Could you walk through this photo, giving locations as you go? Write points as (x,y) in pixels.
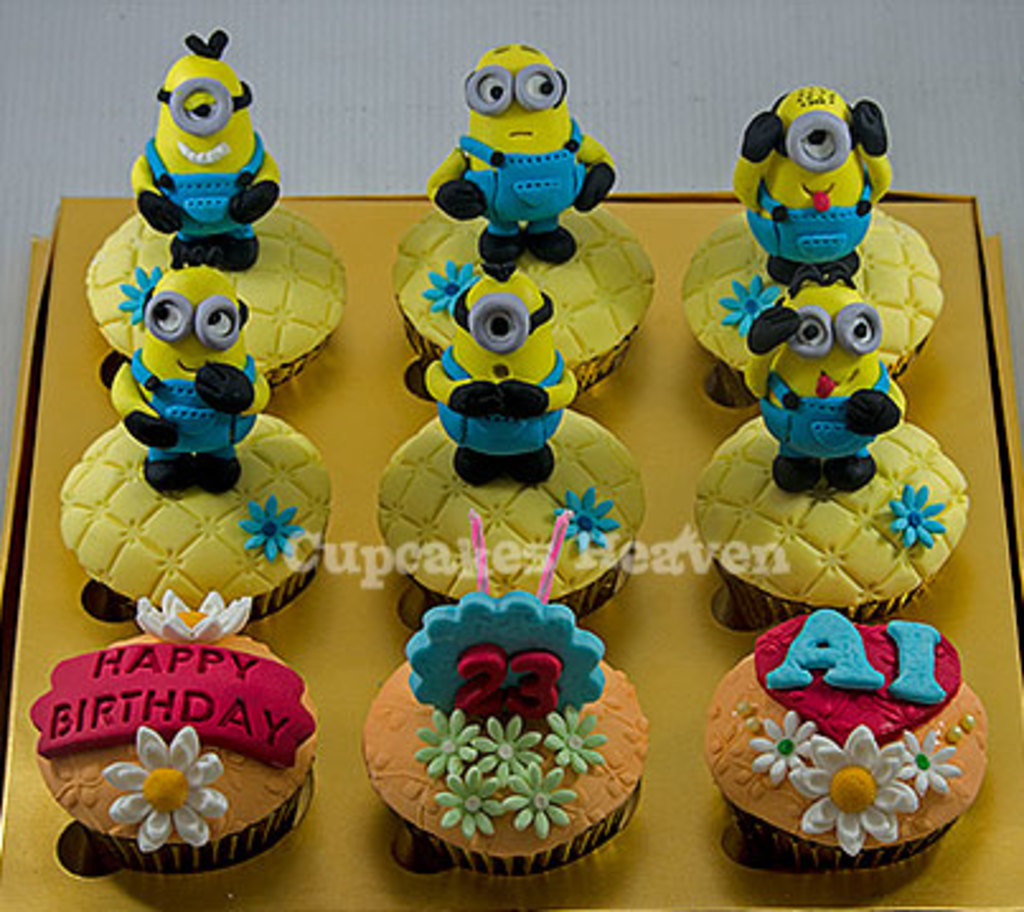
On this yellow surface (974,375) we can see muffins (138,822). On these three muffins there are flowers (844,799). Above the middle muffin (415,767) there are candles (479,575). Above these six muffins (574,431) there are minions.
